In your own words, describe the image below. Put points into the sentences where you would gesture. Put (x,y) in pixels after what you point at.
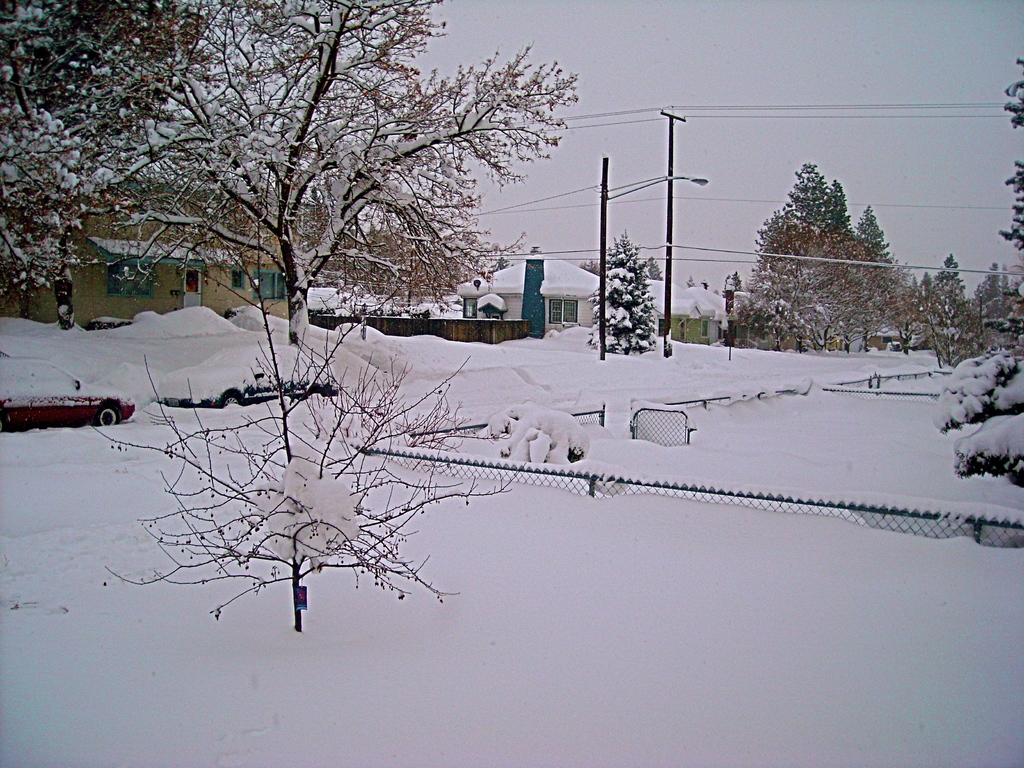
In this picture I can see some houses (284,290), trees (285,241), vehicles (224,381) on the road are fully covered with snow (257,584).
